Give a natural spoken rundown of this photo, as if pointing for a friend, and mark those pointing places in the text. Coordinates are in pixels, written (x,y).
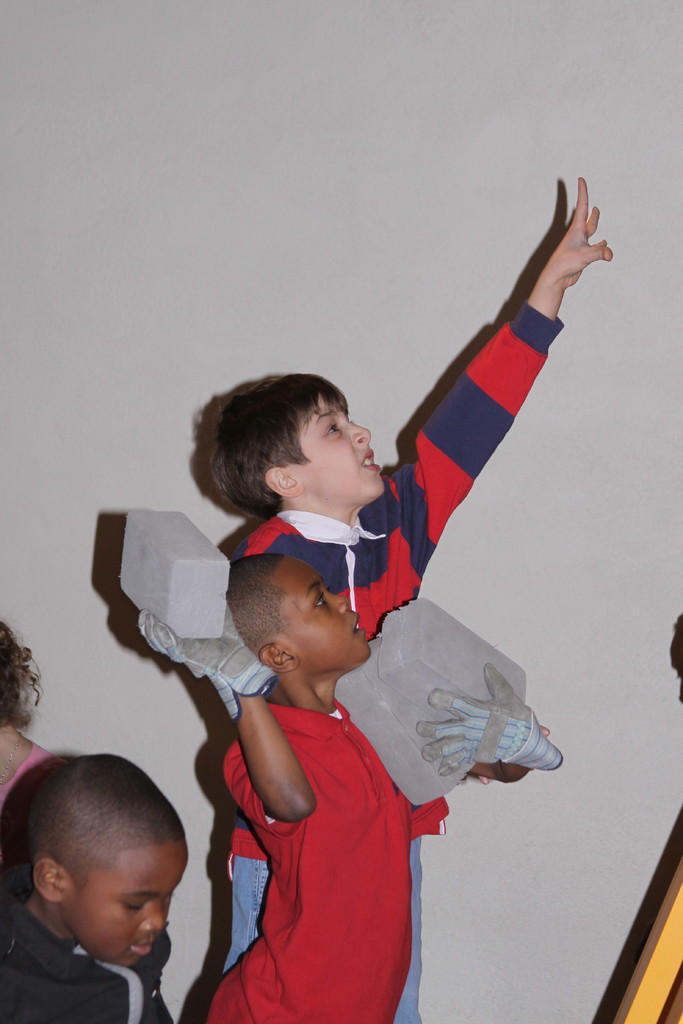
In this image there are a group of children (79,934) standing in which one of them has raised his hand (586,260) and other one is holding bricks (388,667).
